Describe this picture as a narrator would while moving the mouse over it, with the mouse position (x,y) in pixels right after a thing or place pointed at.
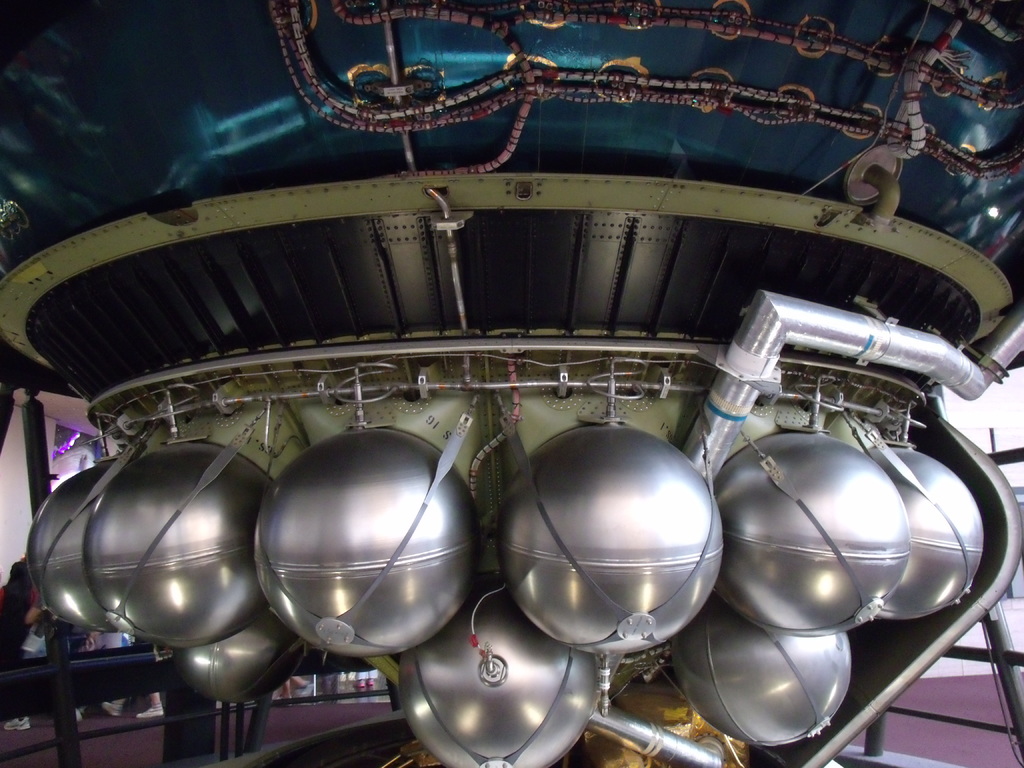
In this image I can see a huge equipment (551,228) which is blue, green and black in color. I can see few balls (382,543) which are silver in color to the equipment (557,257). In the background (76,707) I can see few persons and few other objects (36,405).
